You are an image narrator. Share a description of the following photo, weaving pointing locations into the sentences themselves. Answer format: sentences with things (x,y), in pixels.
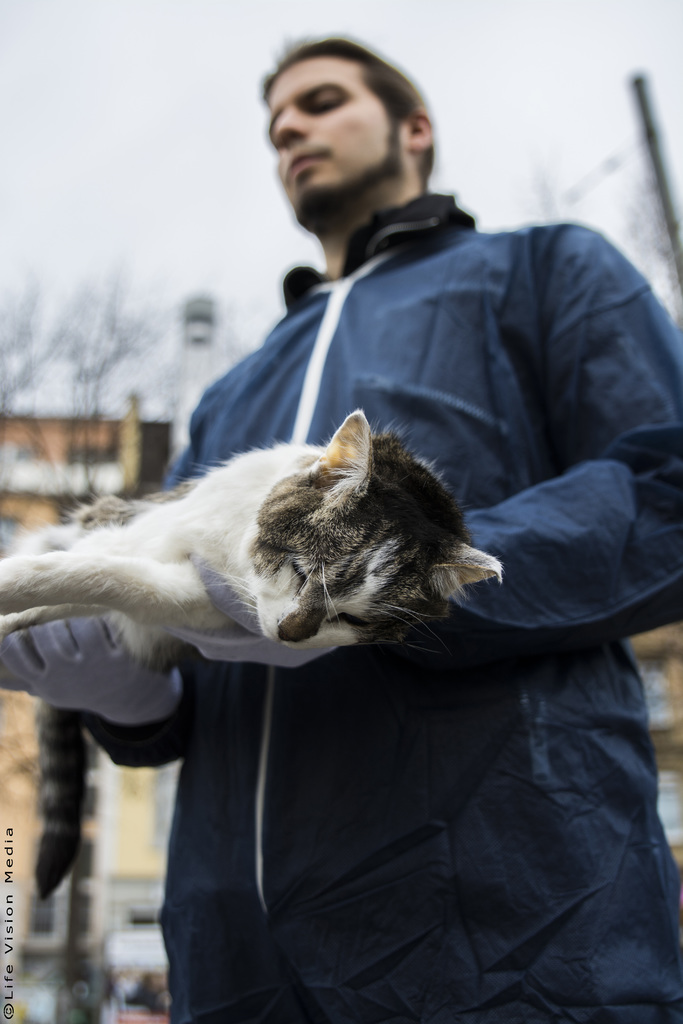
In this image there is man (468,760) wearing a blue suit (431,719) is holding a cat (163,552). In the background (98,445) there is building (69,442) and trees (53,409).
